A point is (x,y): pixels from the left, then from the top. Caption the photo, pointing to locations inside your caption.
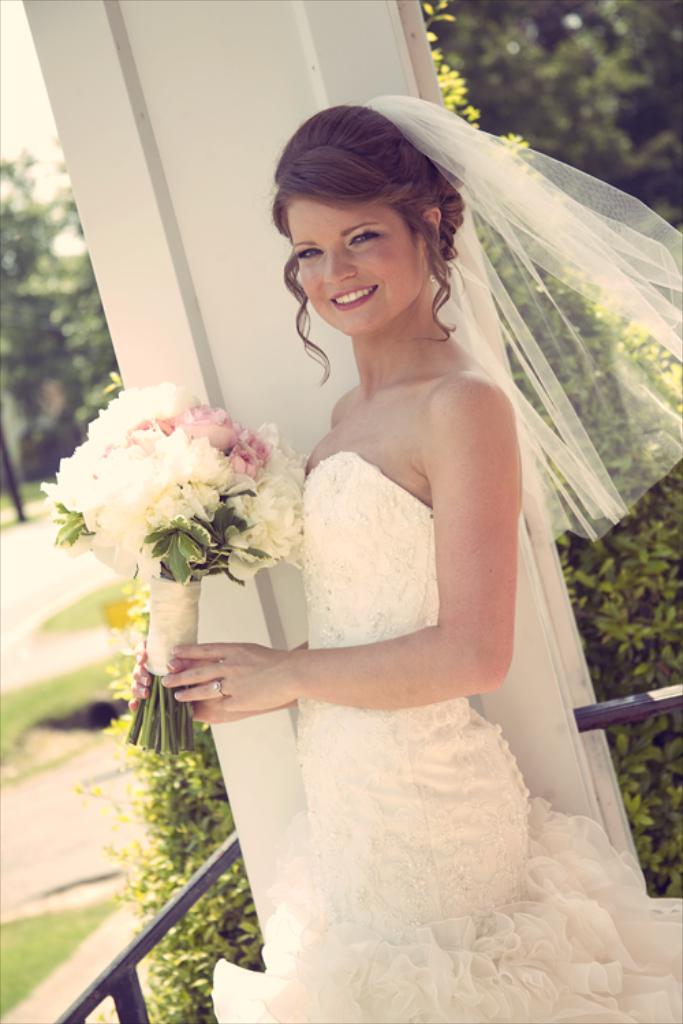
In this image there is a girl (398,630) standing. She is smiling. She is holding a bouquet (171,571). She is wearing a gown (482,883) and a veil (579,239). Behind her there is a railing (136,962) to the pillar (140,155). Behind the pillar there are hedges (637,590). In the background (544,97) there are trees (43,325) and grass (22,948) on the ground (17,883).
